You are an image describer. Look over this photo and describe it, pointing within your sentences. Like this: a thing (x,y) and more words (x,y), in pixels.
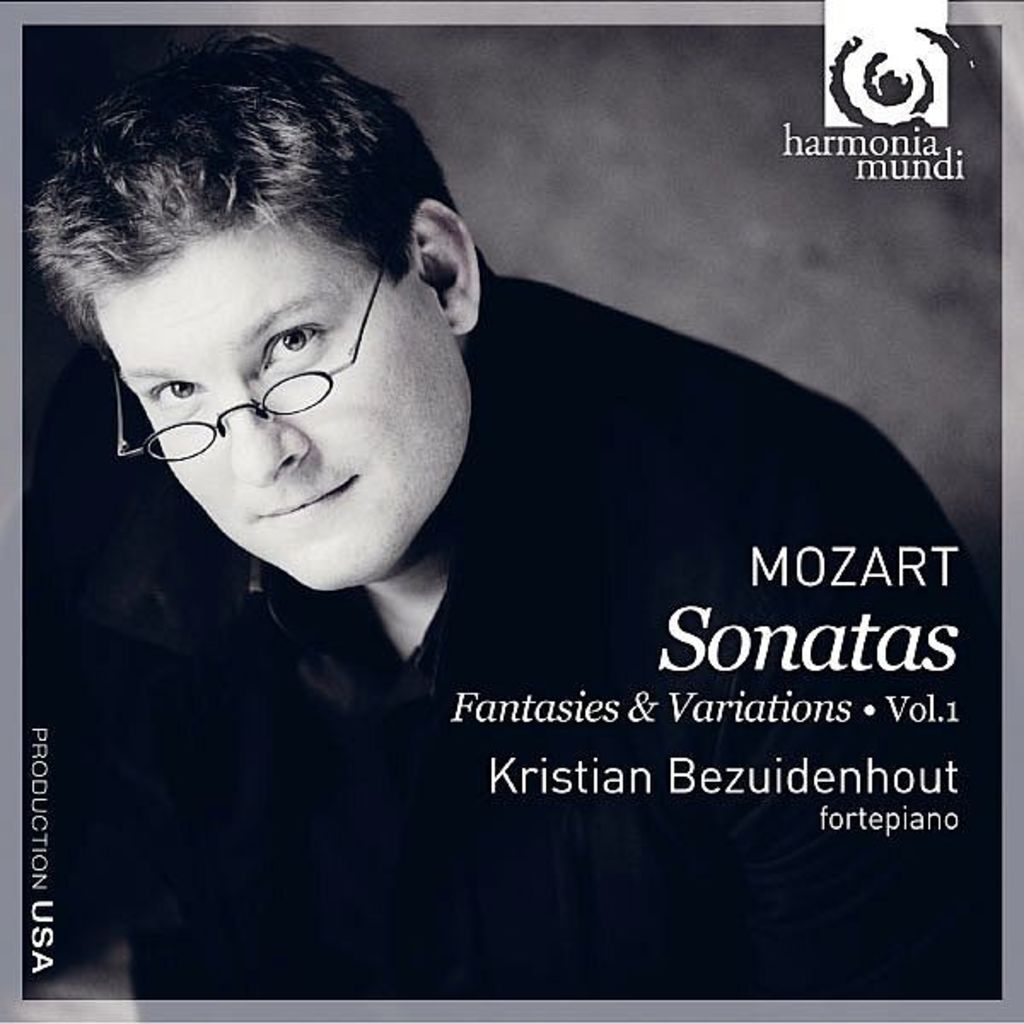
This is an edited image with the borders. In the foreground (386,657) we can see a person (245,419) wearing spectacles (272,390) and we can see the text (711,764) on the image.
